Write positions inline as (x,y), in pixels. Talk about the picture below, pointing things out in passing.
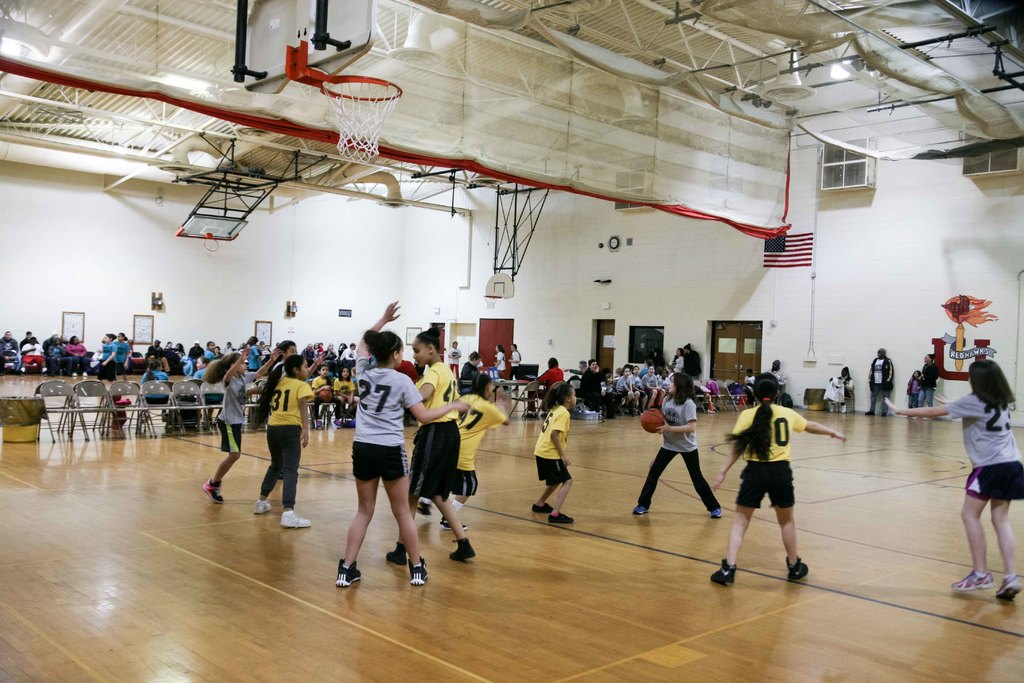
In this image in the center (383,436) there are persons (474,471) playing and in the background (106,375) there are persons (610,394) walking, standing and sitting. On the top (275,87) there are basketball nets (316,87). On the right side (730,349) there are doors (750,350) and there is a flag (779,256) on the wall (831,256).
